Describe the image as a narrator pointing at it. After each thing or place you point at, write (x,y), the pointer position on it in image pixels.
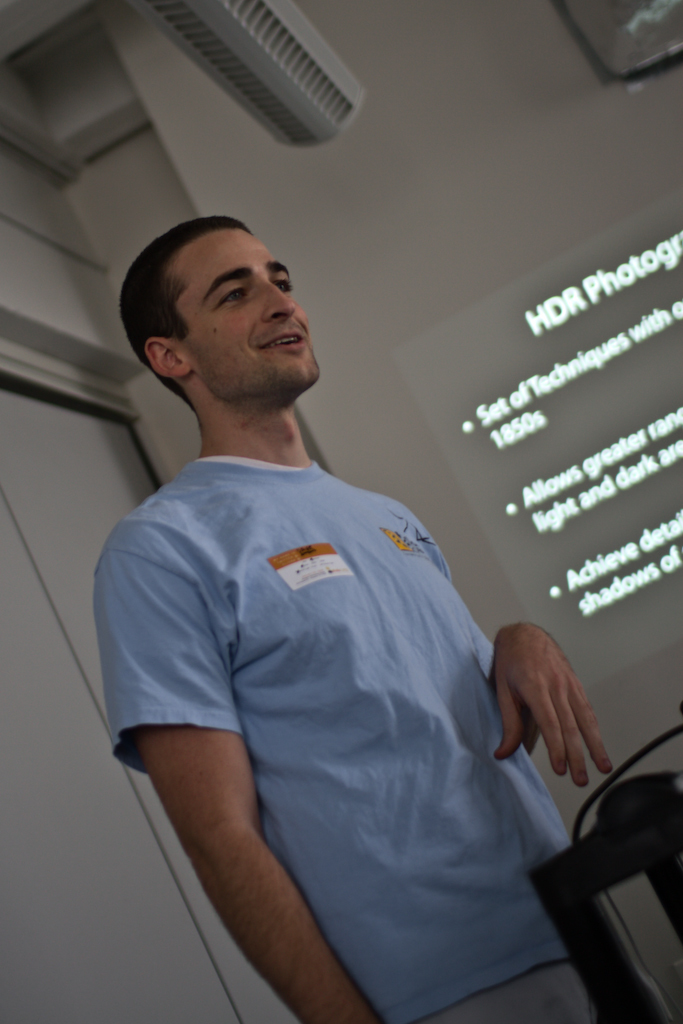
In this image there is a man (344,744) standing. In front of him there is a table (614,884). To the right (610,306) there is a projector board (518,554). There is text (563,298) displayed on the board (529,415). To the left (60,705) there is a wall (44,702). At the top (257,17) there are lights (298,84) to the ceiling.
